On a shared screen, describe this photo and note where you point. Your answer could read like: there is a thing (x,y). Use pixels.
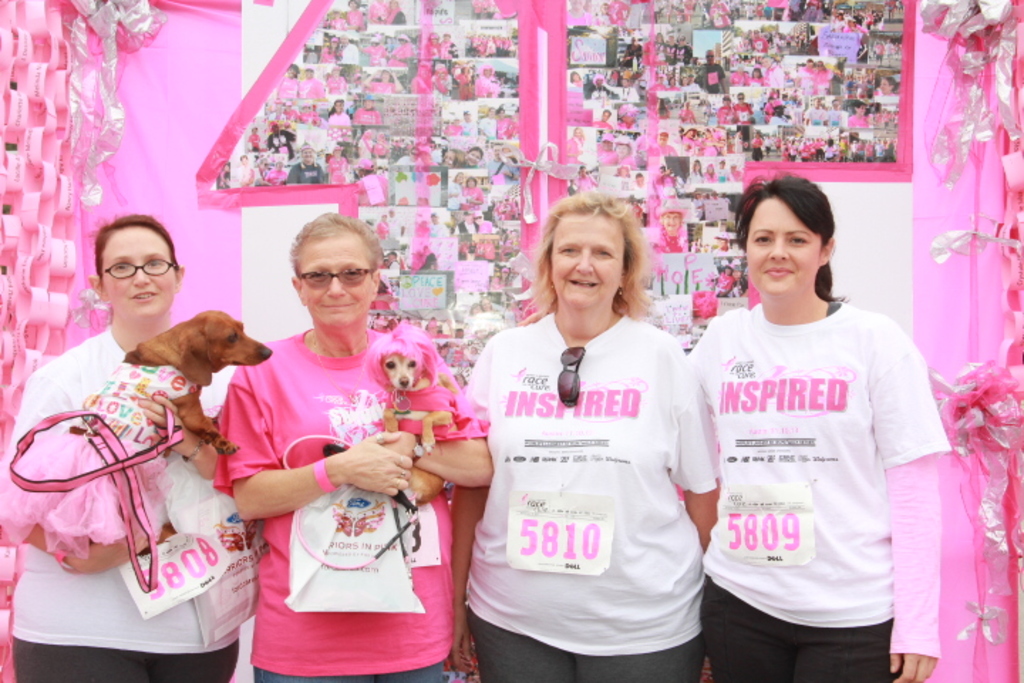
In this image there are 2 persons (389,648) standing and holding a puppies (245,348) in their hand (126,552), another 2 persons (598,284) standing and smiling, and at the back ground (719,256) there are photos (504,57) stick to the wall (238,241), ribbons (128,33), papers (1006,336).
